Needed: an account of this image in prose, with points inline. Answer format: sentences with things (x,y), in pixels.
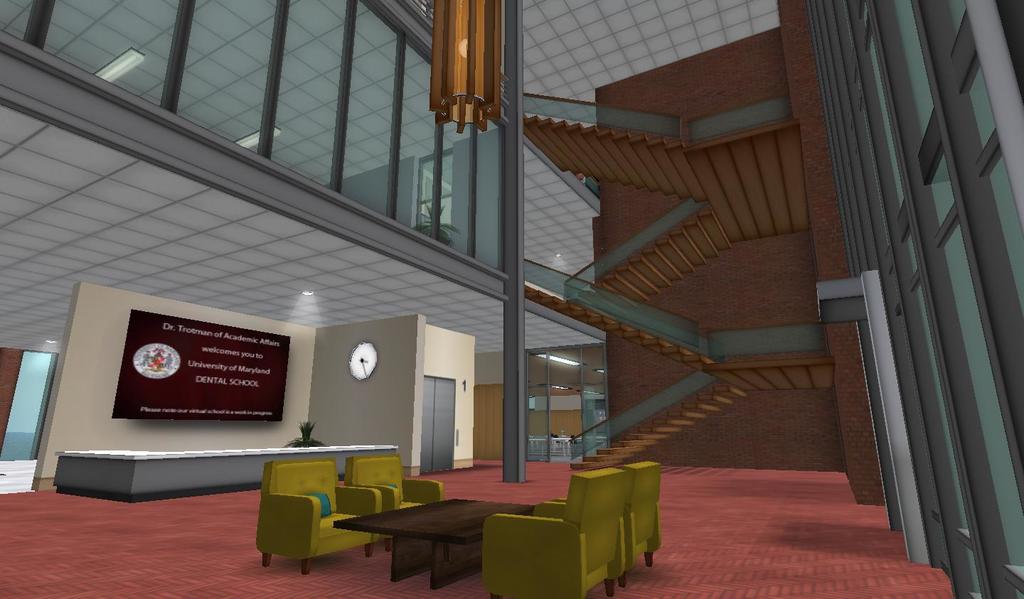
This is an inside view of a building (336,204) and here we can see stairs (658,178), a clock (362,351) and a board (173,373) with some text (225,363) are on the wall (311,404) and there are sofas (438,484) and a stand (394,513) and we can see a houseplant (309,435), some lights (257,140) and there are stairs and railings (587,428). At the bottom (63,551), there is a floor (71,550).
